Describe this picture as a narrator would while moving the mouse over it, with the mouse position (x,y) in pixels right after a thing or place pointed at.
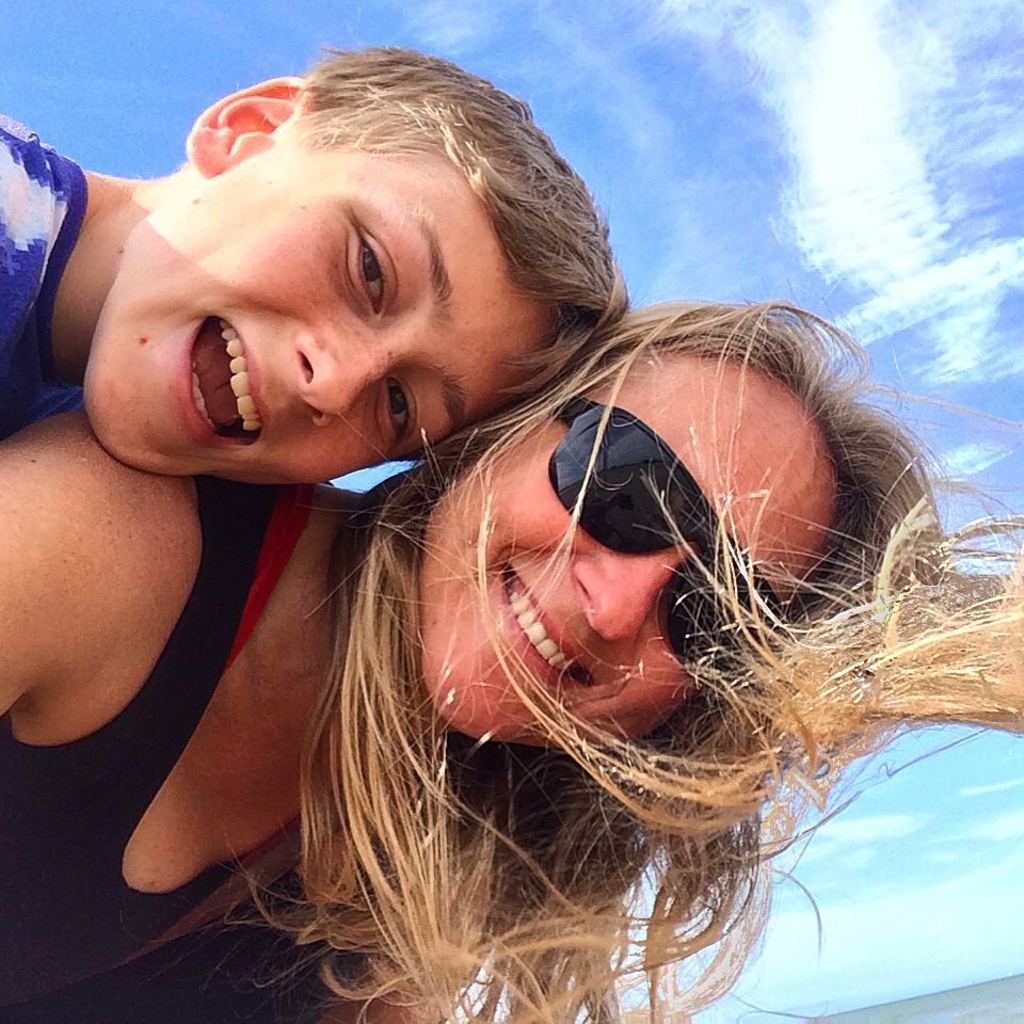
In this image there is a woman (290,798) boy (432,299) smiling behind her there are clouds (987,340) in the sky (751,135).
